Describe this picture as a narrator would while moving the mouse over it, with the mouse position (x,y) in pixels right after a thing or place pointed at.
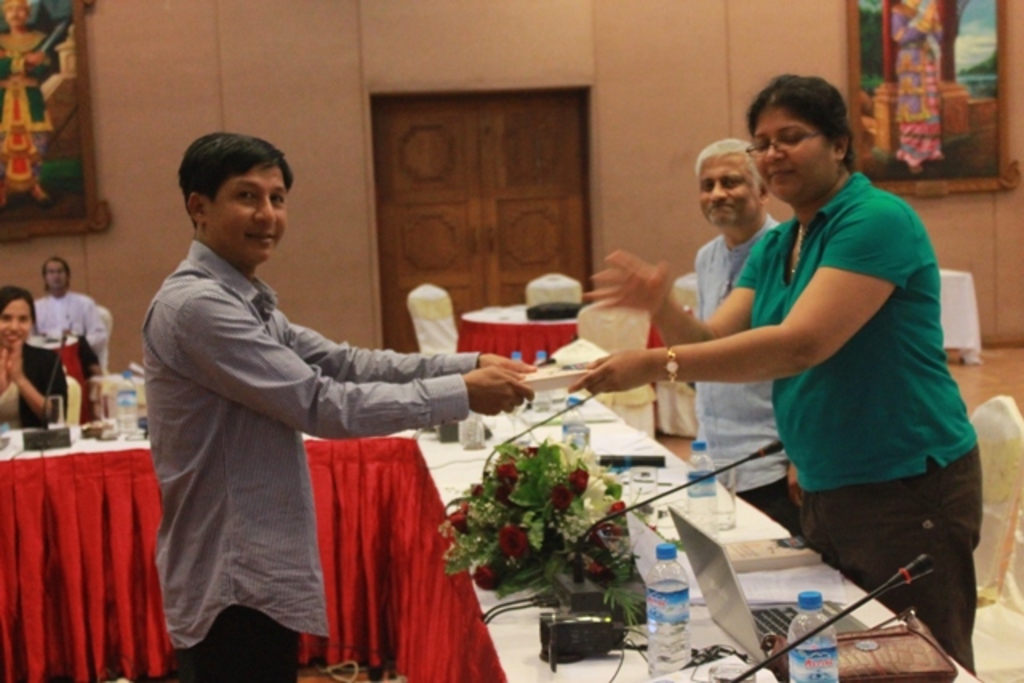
This picture is taken inside the room (122,329). In this image, on the right side (859,281), we can see a woman (891,284) wearing a green color shirt (907,351) is standing in front of the table (724,644) and holding a object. At the table (737,650), we can also see a microphone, water bottle (652,586), laptop (675,524), purse (840,635), electric wires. On the right side (714,305), we can also see another person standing in front of the table (794,572). On the right side (1009,411), we can also see some chairs (997,431) and a photo frame (869,138) attached to a wall (155,237). On the left side (218,152), we can see a person (252,344) and holding an object (536,383) in his hand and the person (278,539) standing in front of the table (507,638). On the left side (27,420), we can see a woman (23,310) sitting on the chair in front of the table (67,426). In the background (98,313), we can see a person (67,317) sitting on the chair (104,314), few tables (551,333) and chairs (555,282), door (557,224) which is closed and a photo frame (16,40) attached to a wall (284,263).
